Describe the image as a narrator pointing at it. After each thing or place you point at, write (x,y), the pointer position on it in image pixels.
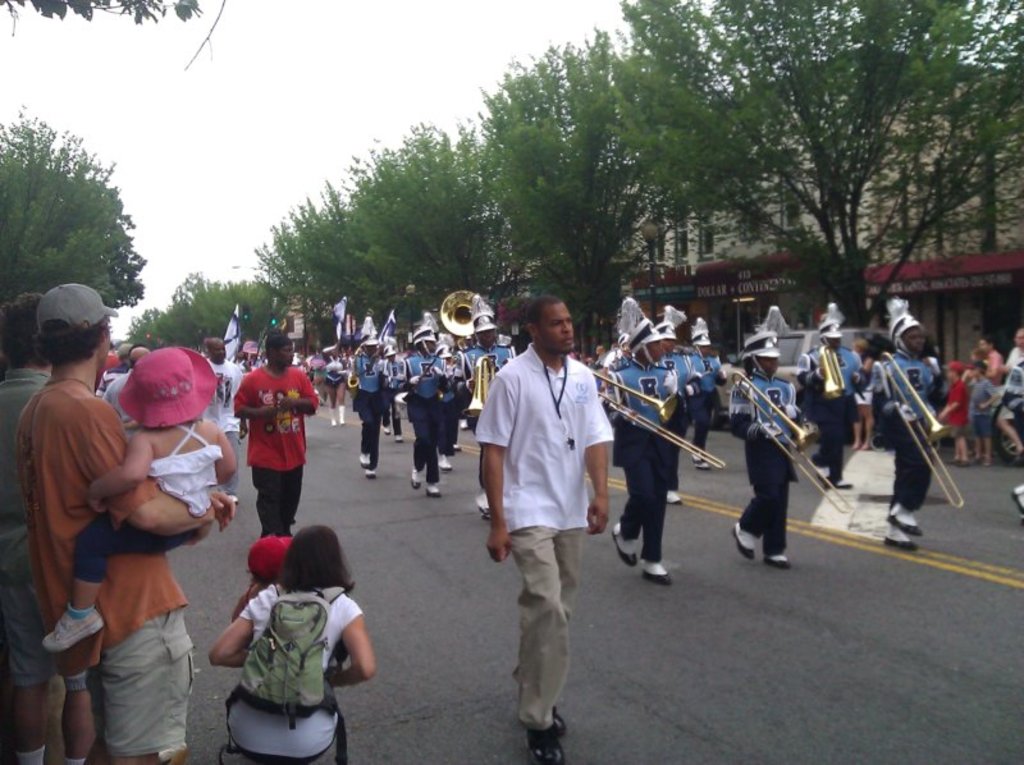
In this image we can see a few people (372,381), some of them are playing musical instruments (682,449), few of them are holding flags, a lady (315,598) is wearing a backpack (270,668), there are some trees (356,276), a building (296,328), a board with some text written on it, also we can see the sky (213,143).
